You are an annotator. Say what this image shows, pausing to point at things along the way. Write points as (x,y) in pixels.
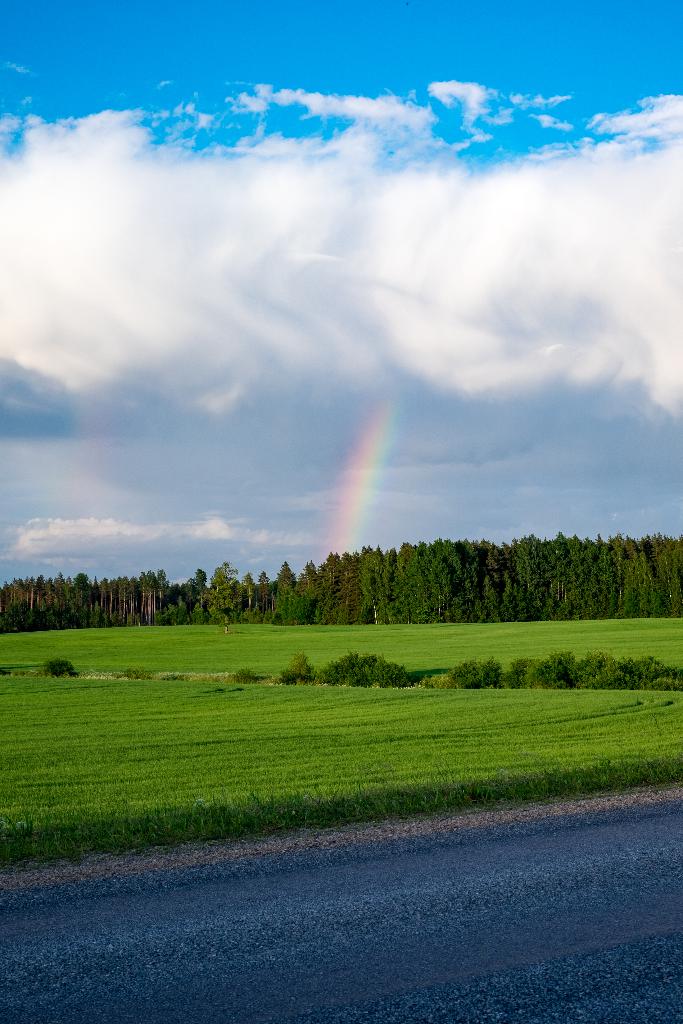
At the bottom of the picture (386,869), we see the road (336,906). Beside that, we see the grass (271,777). There are trees (336,600) in the background (512,596). At the top of the picture (372,147), we see the sky (204,98), clouds (243,343) and the rainbow (379,435).
